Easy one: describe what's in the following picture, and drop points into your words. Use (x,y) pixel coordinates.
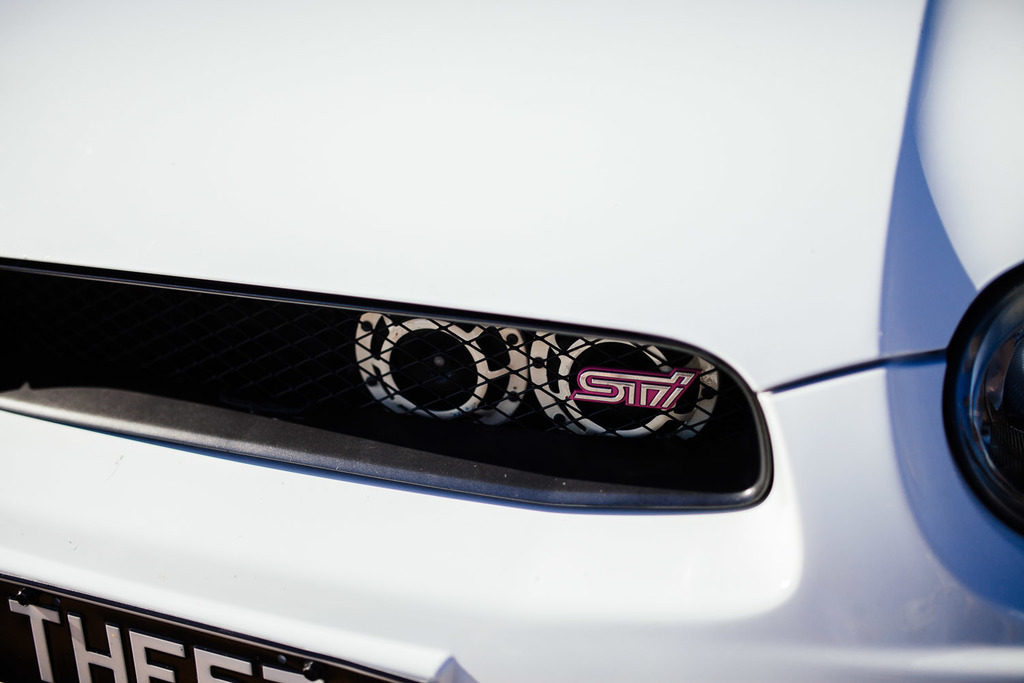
In this image the front part (666,391) of the car (183,297) is clicked. At the bottom (105,654) there is text (207,671) on the number plate (114,663). To the right (985,407) there are headlights (967,423).
